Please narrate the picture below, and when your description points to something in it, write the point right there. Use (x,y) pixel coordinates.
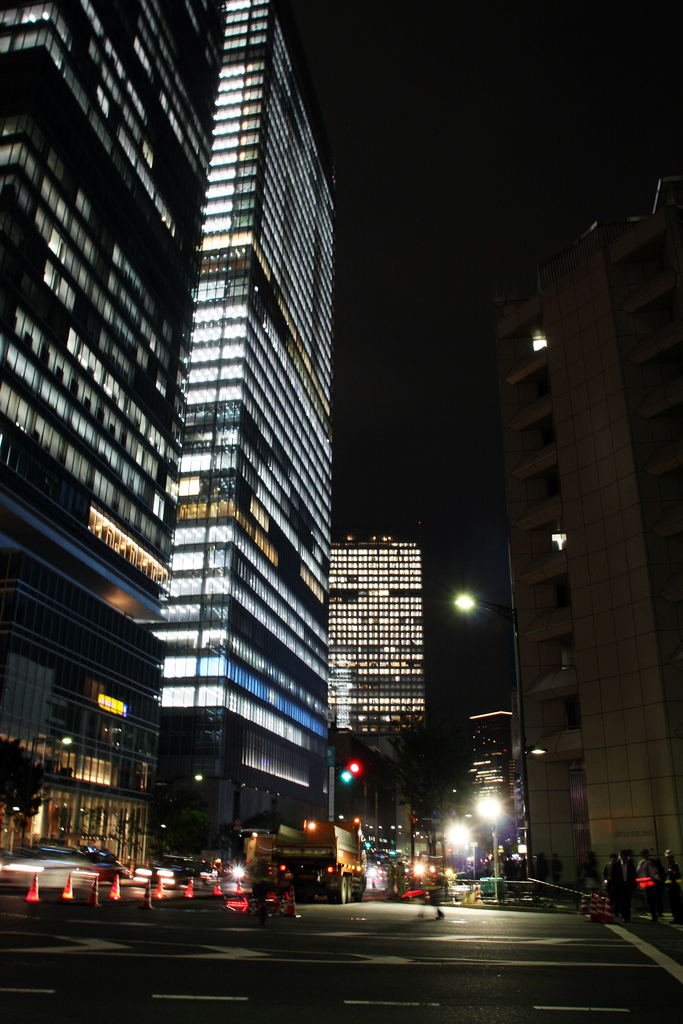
In this picture we can see a few traffic cones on the road (218,941). There are some people (623,860) on the right side (616,872). We can see some poles (524,808), lights (455,836) and buildings (268,698) in the background (237,690). A tree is visible on the left side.
